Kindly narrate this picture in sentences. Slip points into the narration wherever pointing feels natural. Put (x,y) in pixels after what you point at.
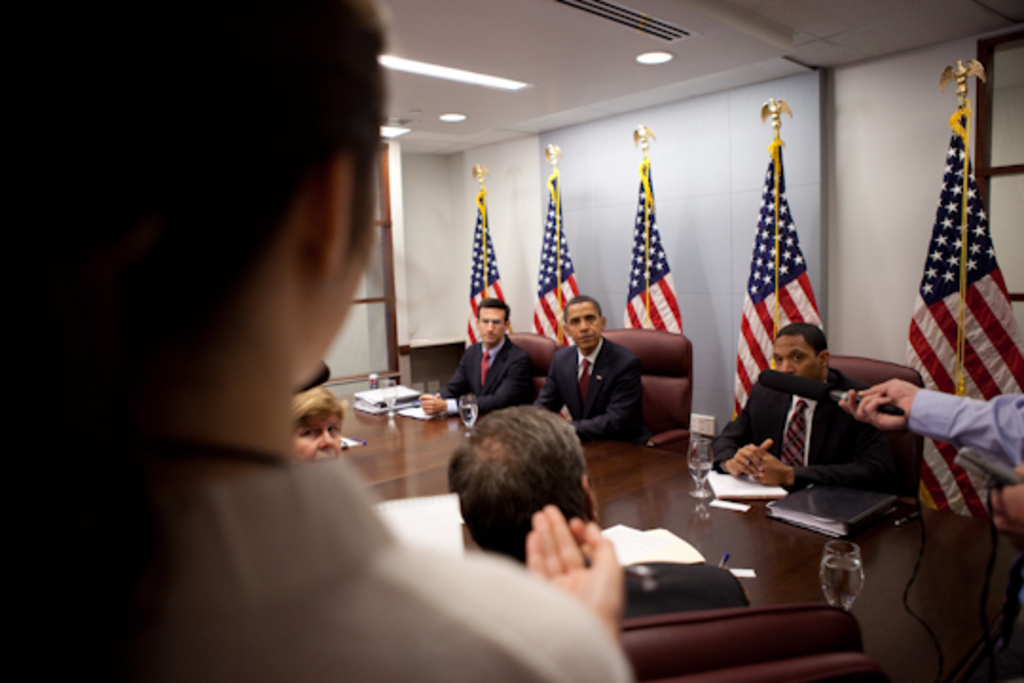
On the left side of the image (91,557) we can see a lady (194,668) is standing, but it is in a blur. In the middle of the image (638,426) we can see flags (483,239) and two persons (637,404) are sitting on the chair (657,415) and a table (427,422) on which some objects (435,502) are there. On the right side of the image (993,438) we can see a person (871,422) is holding a mike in a hand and a person (829,368) is sitting on the chair (890,378) and two flags (775,294) are there.
